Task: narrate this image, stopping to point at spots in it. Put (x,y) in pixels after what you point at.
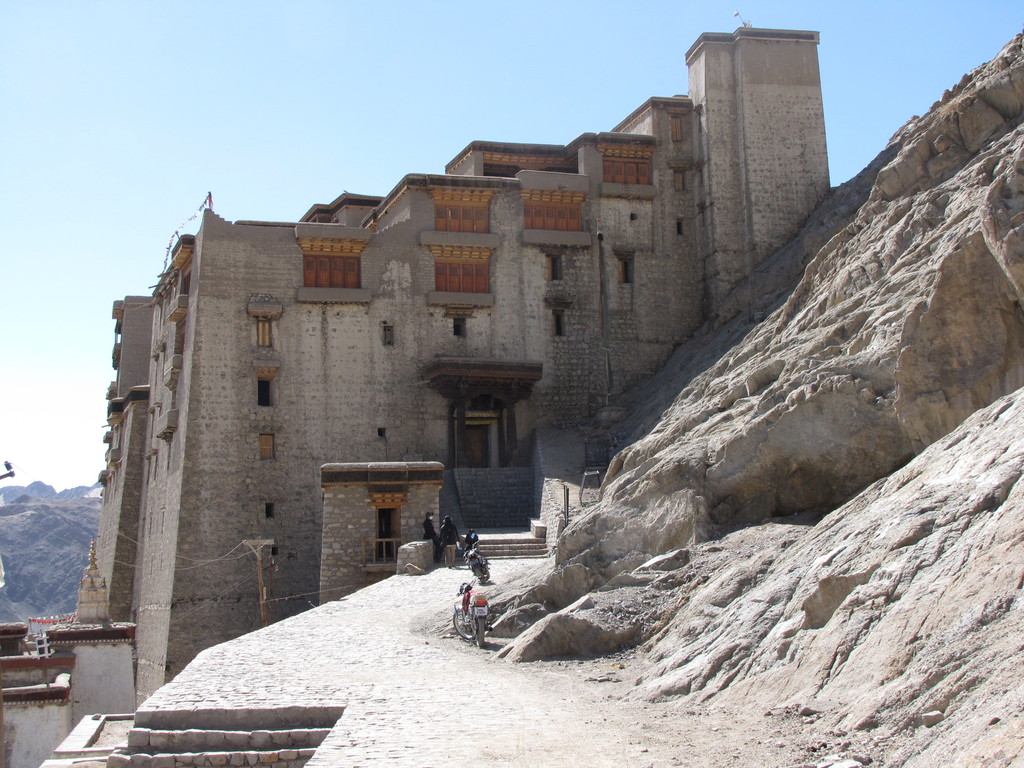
In this image there is a building (368,323) in the middle (452,323). On the right side (864,400) there are rocks (845,312). Below the rocks (858,307) there's a way (371,650) on which there are two motor bikes (471,555). In the background (52,529) there are hills (38,515). At the top (242,77) there is the sky (230,111). At the bottom (139,738) there are stone steps (188,765).
